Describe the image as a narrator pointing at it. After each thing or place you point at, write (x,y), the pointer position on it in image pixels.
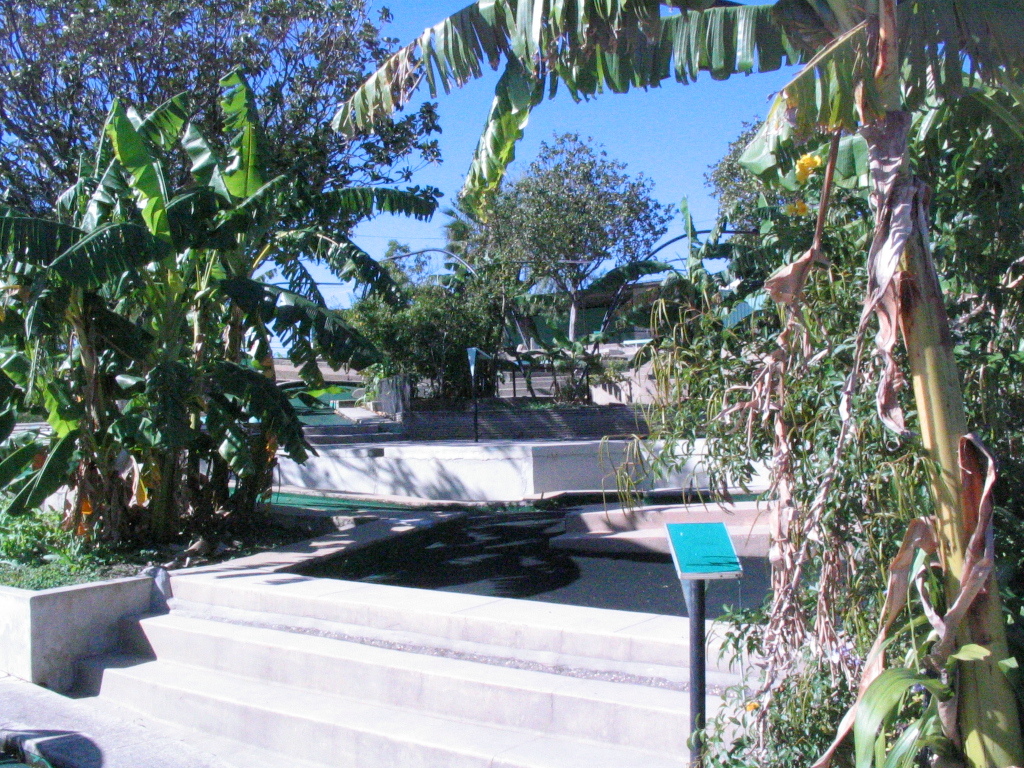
In this picture I can see trees (561,284), steps (522,674) blue color object (711,573). In the background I can see the sky (666,174). Here I can see grass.
